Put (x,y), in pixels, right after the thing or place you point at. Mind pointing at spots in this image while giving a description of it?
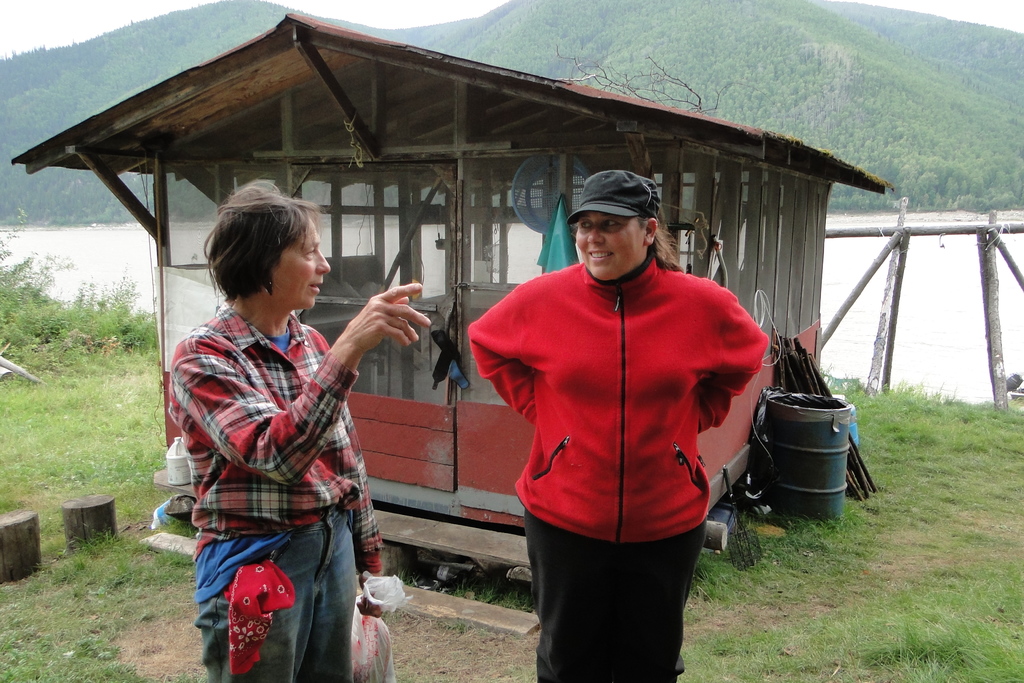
In the image we can see two people (541,483) standing, wearing clothes (282,472) and they are talking to each other. The right side person (610,422) is wearing the cap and the left side person (346,456) is holding a plastic cover (358,622) in hand (372,608). Here we can see grass (918,627), shed (463,250) made up of wood (452,243) and the mountains (518,66). We can even see water (118,258), fence (851,230) and the sky (35,6).
